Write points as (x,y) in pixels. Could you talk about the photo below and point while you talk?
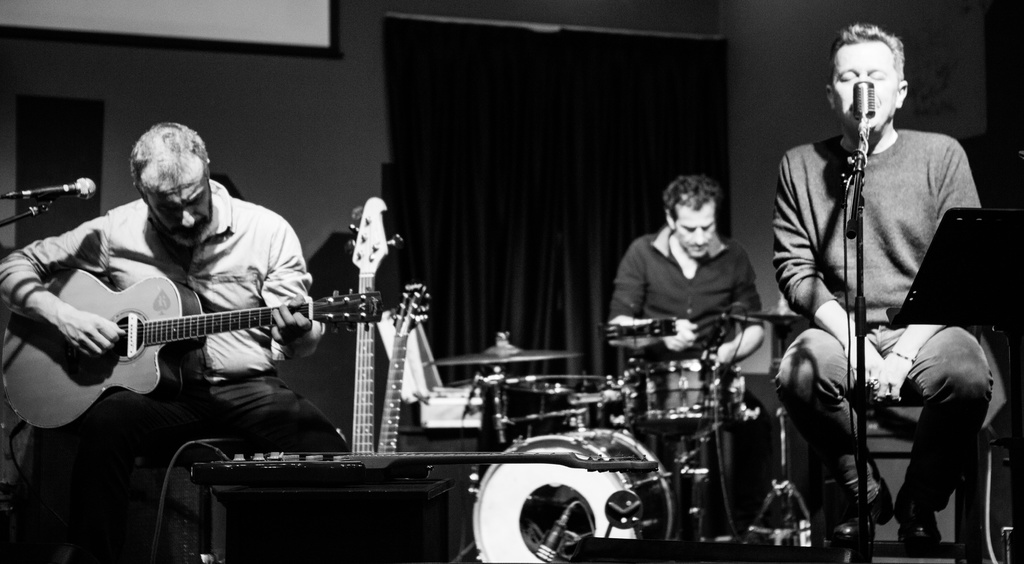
This picture is taken in a room (777,307), There are some music instruments (554,437) and there are some people (880,343) sitting on the chairs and holding a music instruments (205,323) and in the background (652,99) there is a black color curtain (470,126) and there is a grey color wall (336,132).
